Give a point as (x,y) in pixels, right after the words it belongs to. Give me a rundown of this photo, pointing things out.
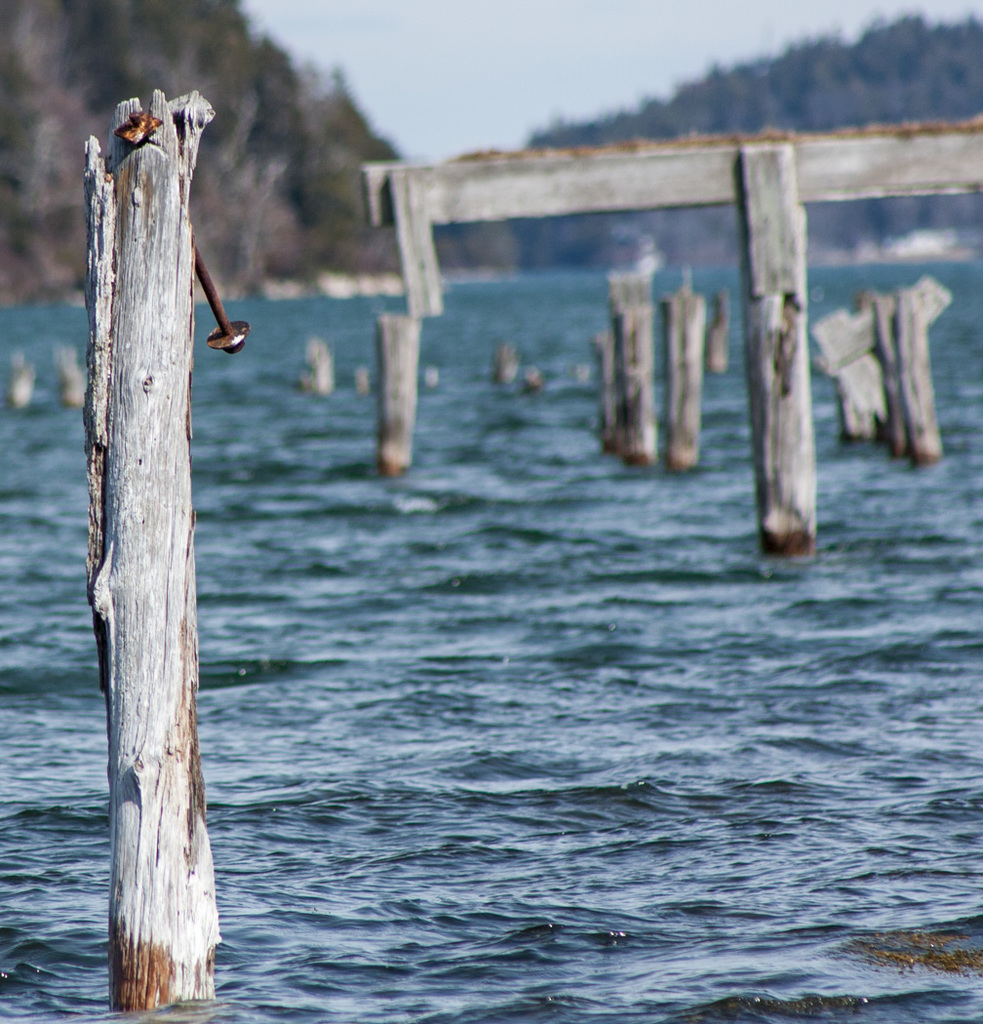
In this image we can see some wooden logs (528,199) in the water (736,563) and in the background (789,126) we can see the mountains (907,107) and the image is blurred.
